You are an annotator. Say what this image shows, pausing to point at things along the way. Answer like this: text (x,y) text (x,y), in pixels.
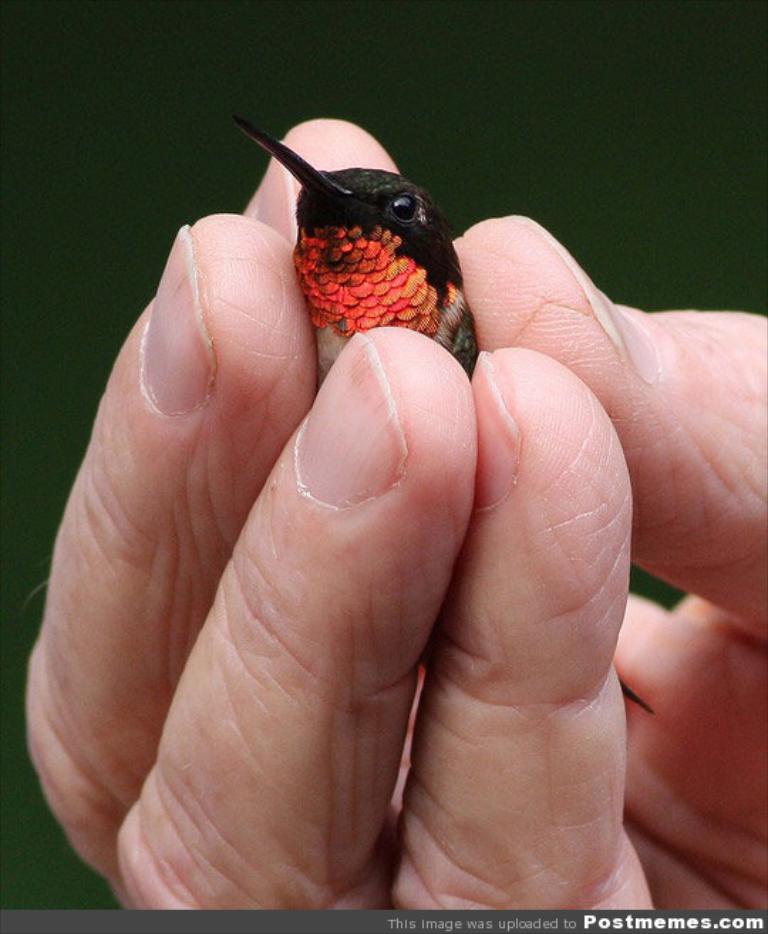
In this image we can see a person's hand (351,661) holding a bird (403,288).
